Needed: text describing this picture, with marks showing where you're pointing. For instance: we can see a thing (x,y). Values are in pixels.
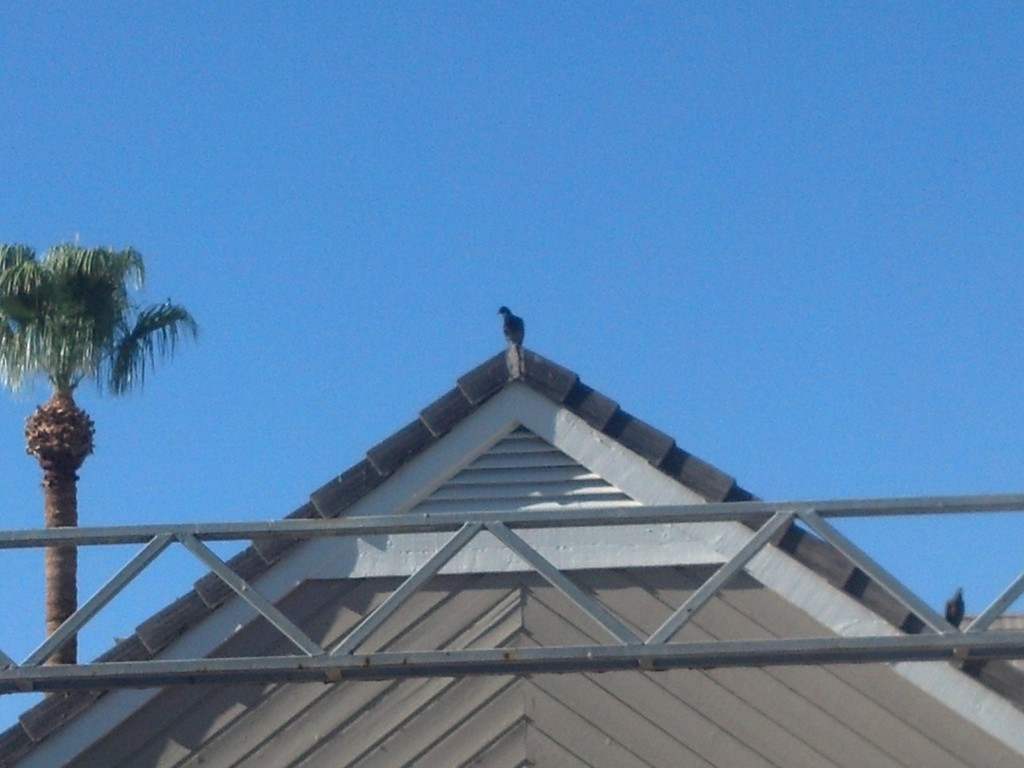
In this image there is a bird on the roof (422,549) of a building (687,631), there is a metal structure (99,537) and a coconut tree (76,438). In the background (766,252) there is the sky (769,377).
